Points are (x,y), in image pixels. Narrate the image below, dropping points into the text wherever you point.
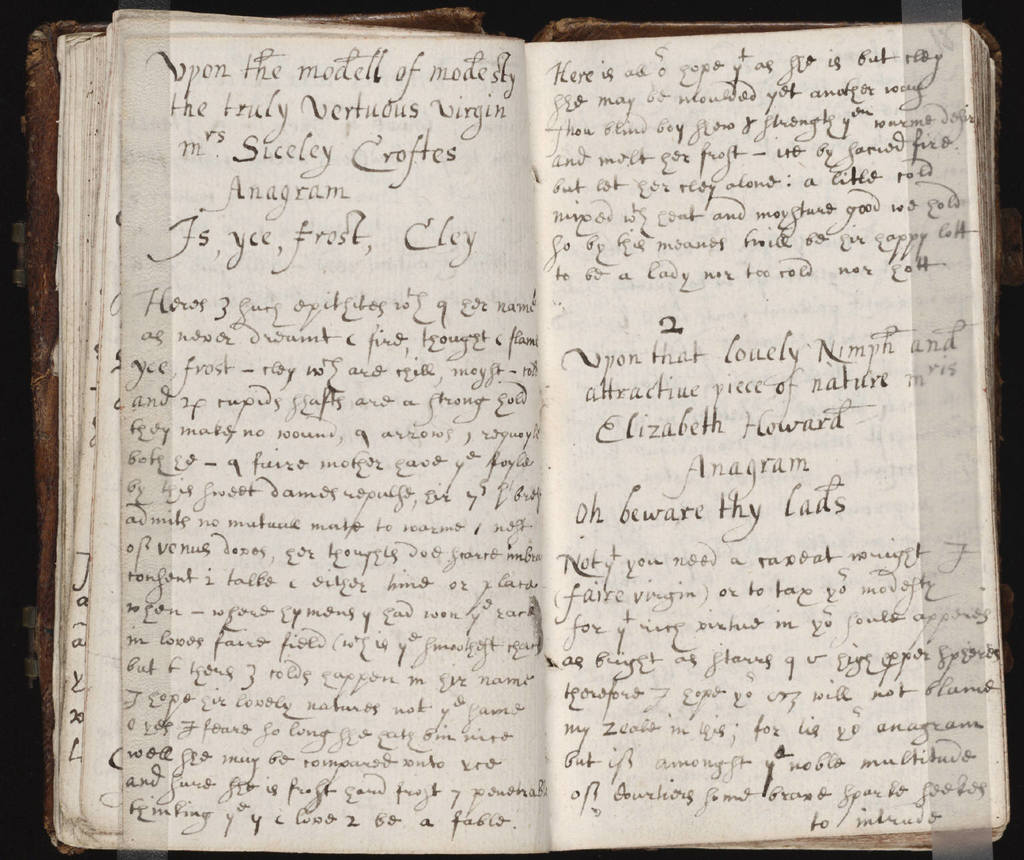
In the foreground of this image (413,281), there is text (458,403) on a book (606,344).
